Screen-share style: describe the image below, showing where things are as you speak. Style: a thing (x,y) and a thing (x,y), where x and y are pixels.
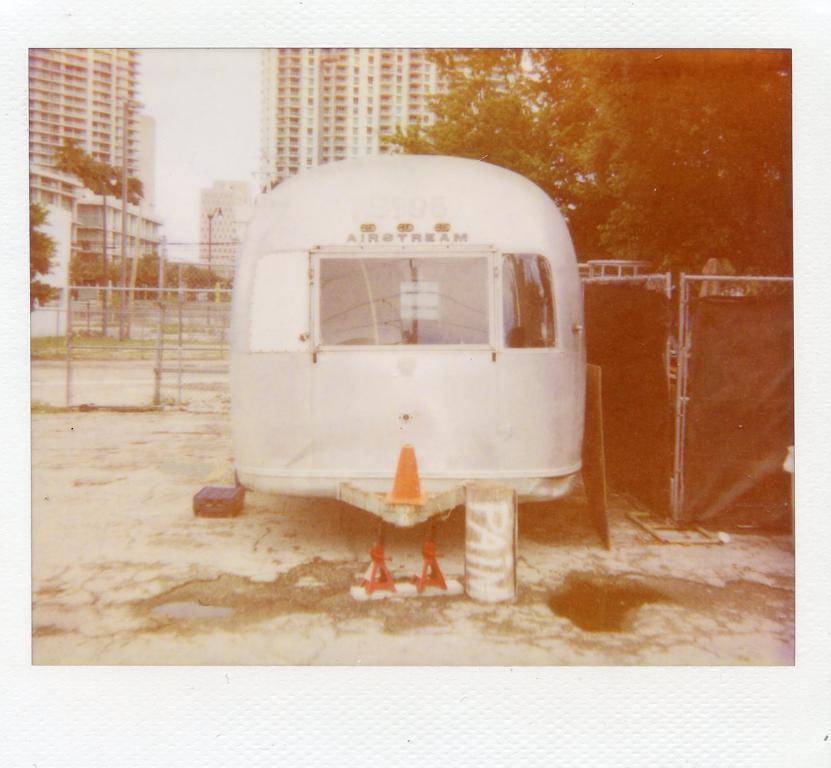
In the image we can see a vehicle (330,322), this is a road cone (397,483), footpath (210,532), fence (205,346), trees (585,151), pole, buildings (377,91), windows (337,131) of the building (331,132) and a sky (223,114).
